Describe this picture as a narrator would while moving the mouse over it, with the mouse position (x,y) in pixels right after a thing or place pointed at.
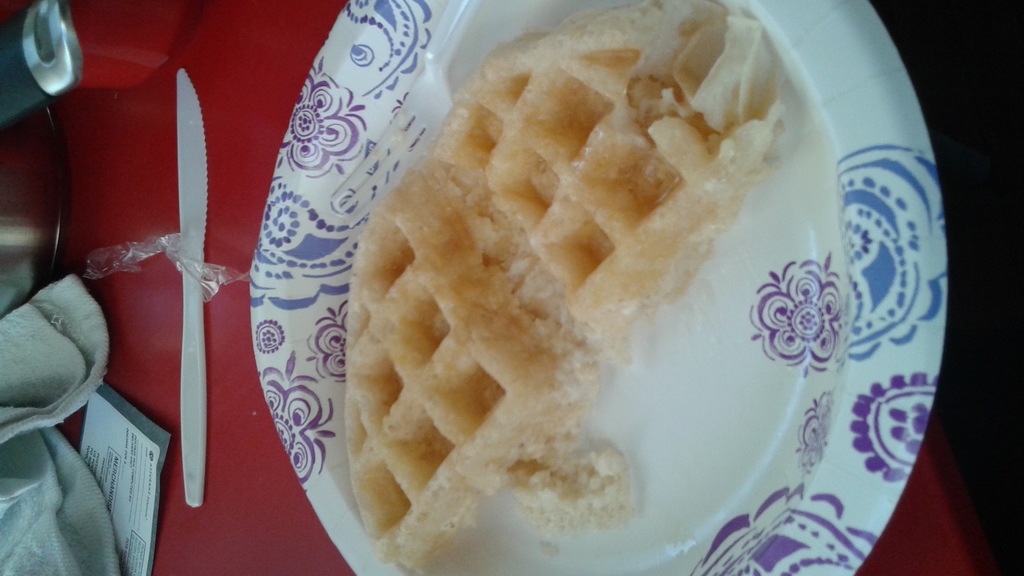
In the center of the image (434,241) there is a table (187,55). On the table (214,32) we can see vessel (69,44), knife (185,124), cloth (43,377), paper (140,427), plate (313,184) contain food item (450,189), fork (420,116) are present.
